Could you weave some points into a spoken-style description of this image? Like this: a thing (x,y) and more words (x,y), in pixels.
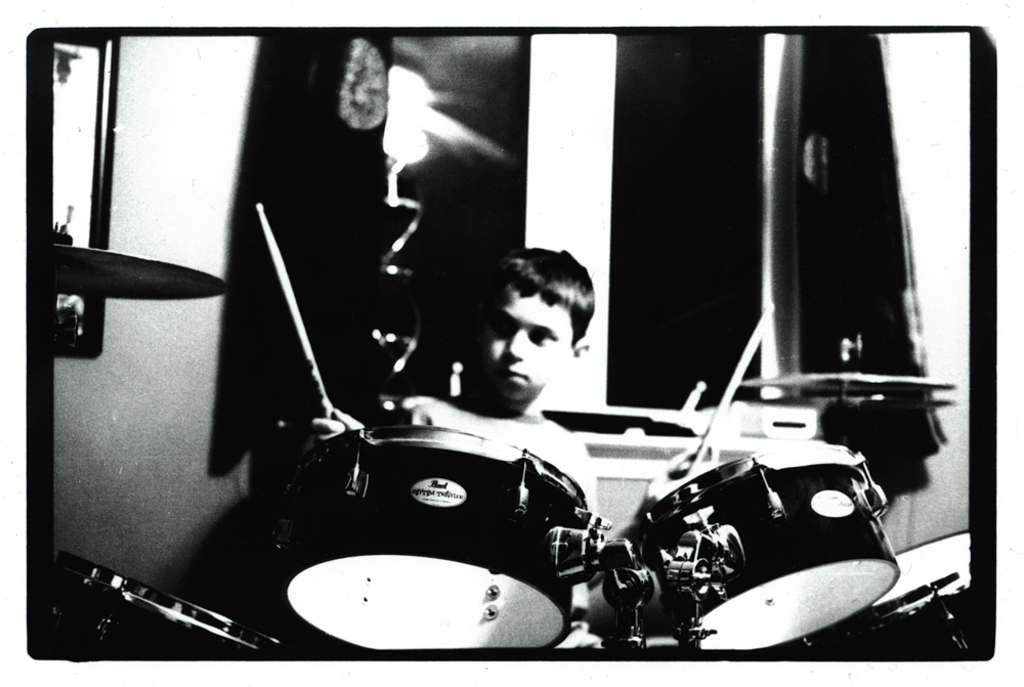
In this image I can see the person (498,369) playing the drum set (546,503). In the background (199,342) I can see the wall (199,299) and this is a black and white image.
